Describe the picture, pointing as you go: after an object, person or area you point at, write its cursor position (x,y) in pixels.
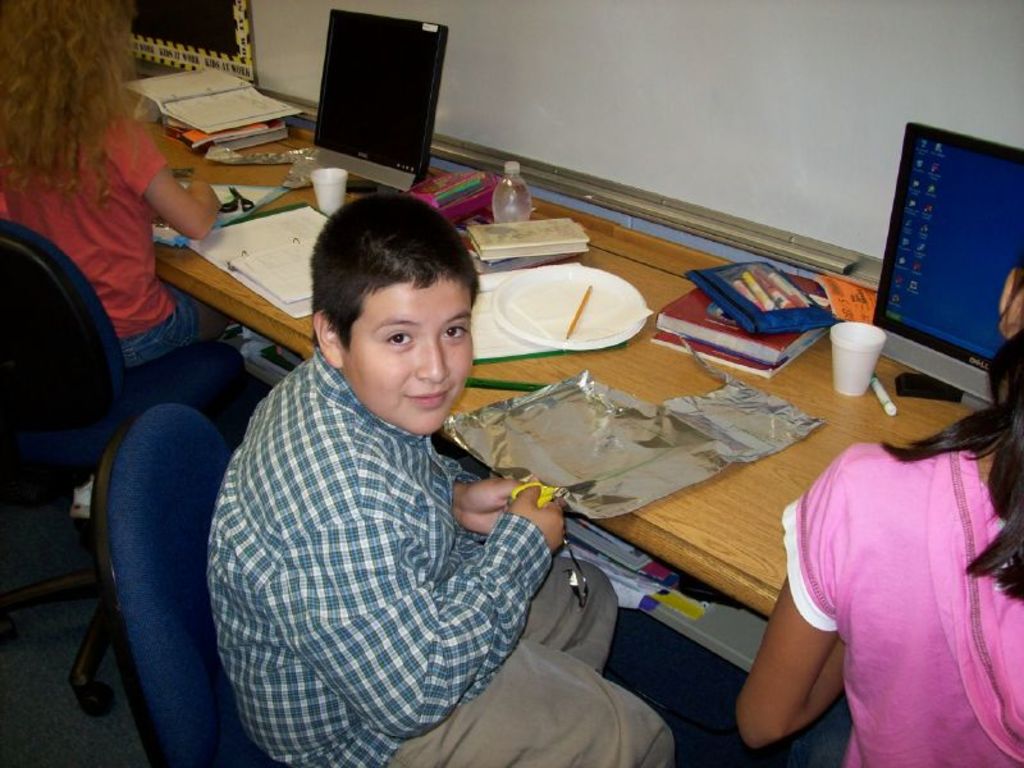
There are two girls (105,91) and a boy (430,565) sitting on the chairs (182,544) at the desk (872,389). The girl (1011,636) at the right corner (962,625) is wearing a pink dress (913,635) and the girl (188,314) at the left corner (200,337) is wearing a orange T-shirt (100,277) with blue shorts (139,342). The boy (297,423) in the middle (345,472) wore a shirt (376,508) and a pant (529,692). He is cutting a silver paper (531,460) with the help of scissors (552,492). There are two monitors (924,281) on the desk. There are also paper cups (845,363), a marker (881,399), few books (752,342), a plate (624,339) and many other things (301,148) on the table (286,148). There are also few books (651,588) and files (639,591) below the table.
